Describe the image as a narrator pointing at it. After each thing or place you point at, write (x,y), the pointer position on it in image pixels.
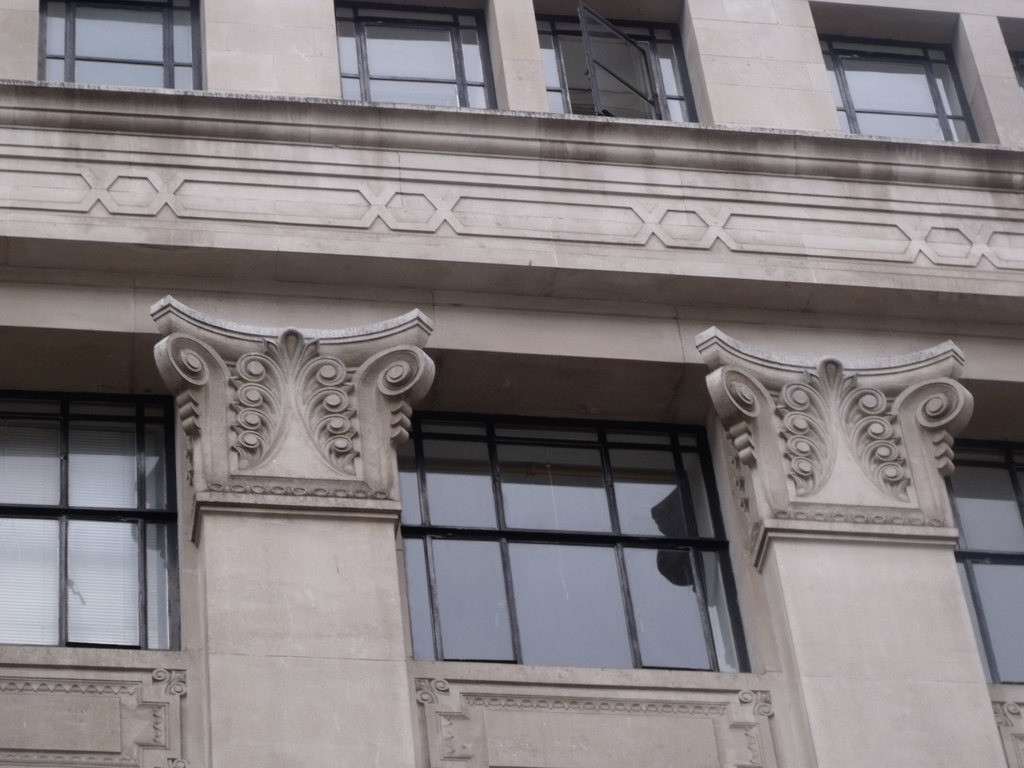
In this picture there is a building (738,552). At the top (584,59) we can see the open window (600,95).
